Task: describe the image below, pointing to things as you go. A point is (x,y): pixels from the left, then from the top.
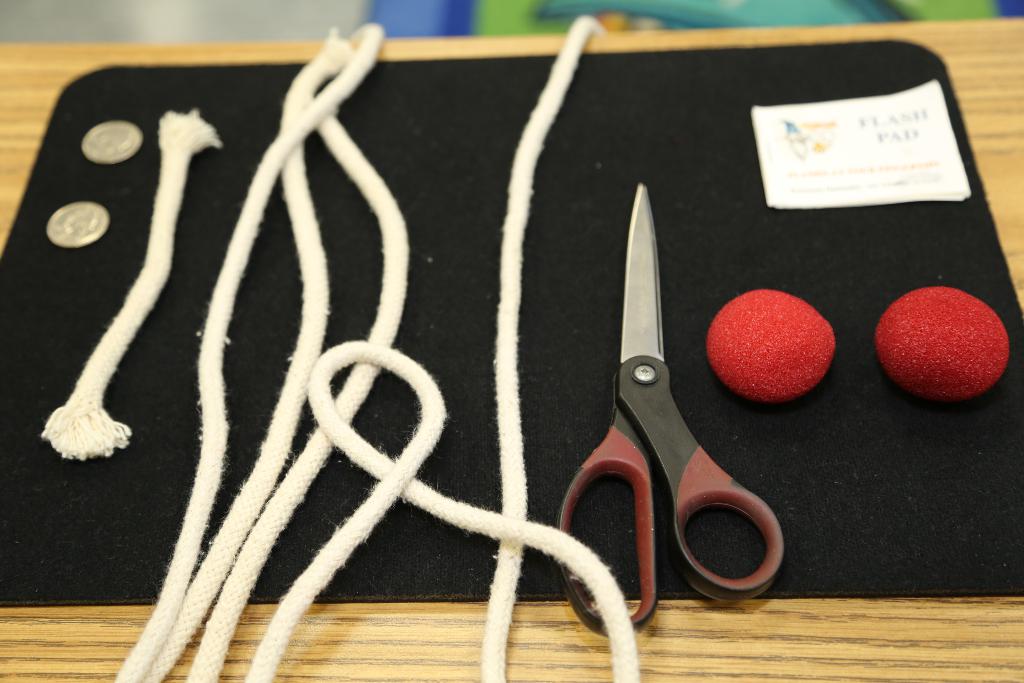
This is the wooden table (10,82). I can see a black color mat (407,88). There are two coins (98,220), threads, scissors (680,488), small paper (789,161) and two small red colored balls (793,346) are placed on the mat (616,368).
